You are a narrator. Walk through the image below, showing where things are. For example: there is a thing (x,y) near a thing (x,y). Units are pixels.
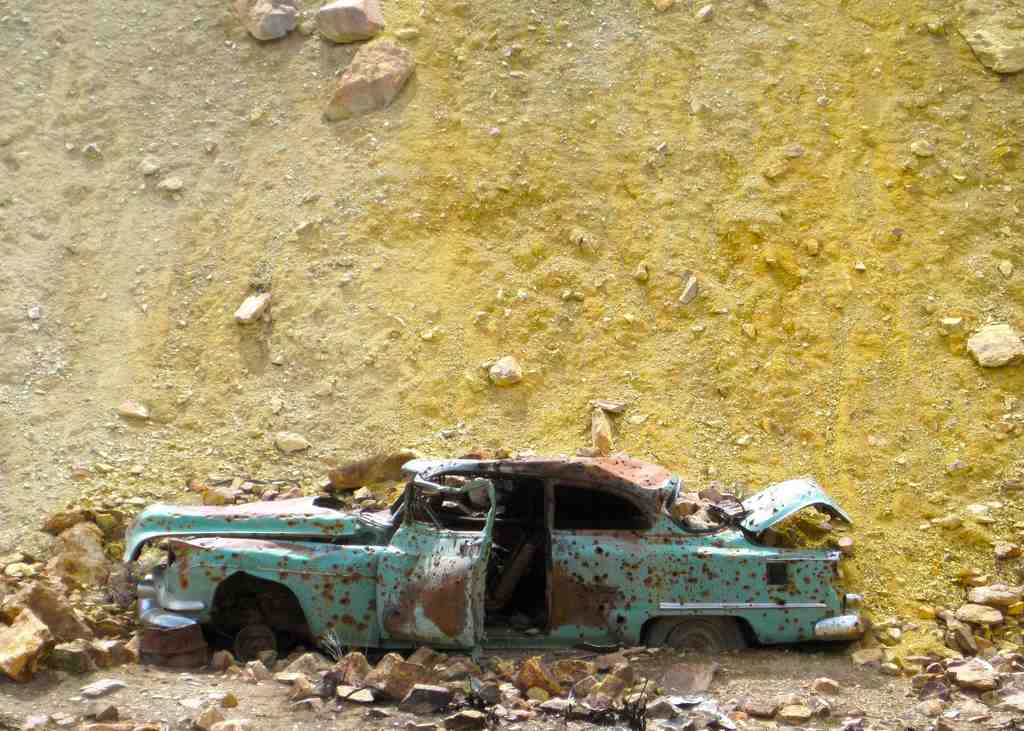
In this image we can see a car (428,499), rocks (992,581) and the mountain (612,230).
